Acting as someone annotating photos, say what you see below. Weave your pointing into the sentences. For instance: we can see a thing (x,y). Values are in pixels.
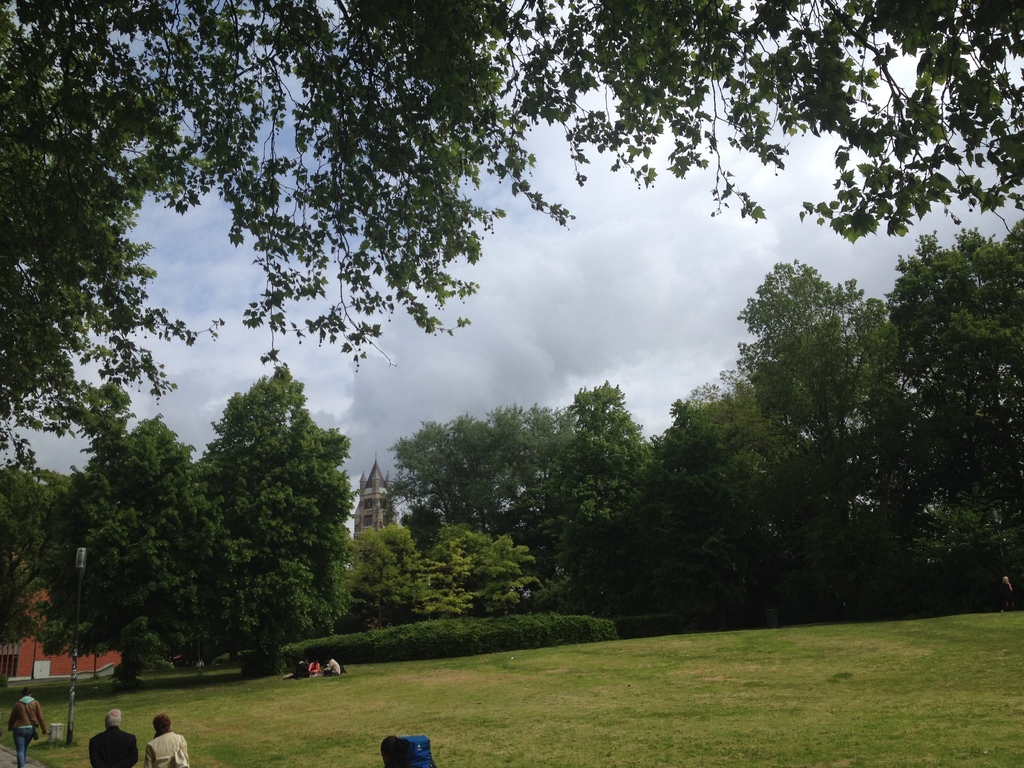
In this image there are some persons (123,734) walking and some of them are sitting. At the bottom (617,678) there is grass (599,694), and in the background (512,557) there are some trees (769,480) and building (364,515). On the left side (36,665) there is a house (39,651) and pole (78,568), in the foreground (442,59) there are some trees (624,96). At the top of the image (601,245) there is sky (410,342).
